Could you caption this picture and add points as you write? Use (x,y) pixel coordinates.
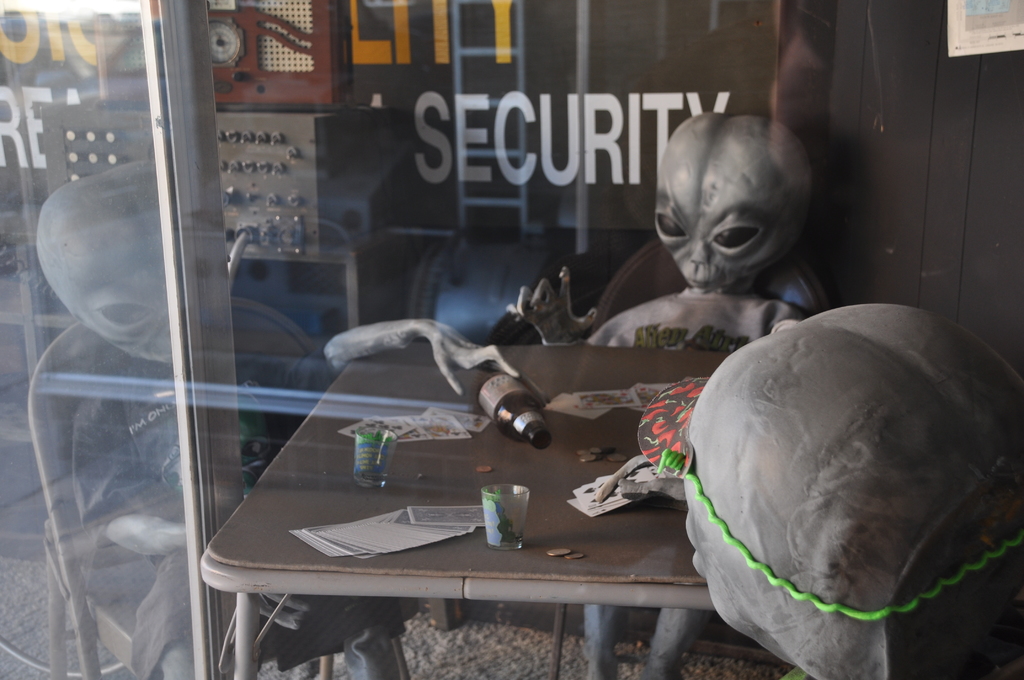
In this image we can see some toys (160,441) on the chairs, there is a table (459,494), on that we can see glasses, a bottle (525,401), and papers (572,401), there are text (544,118) on the wall (854,95), also we can see an electronic object (283,251).
